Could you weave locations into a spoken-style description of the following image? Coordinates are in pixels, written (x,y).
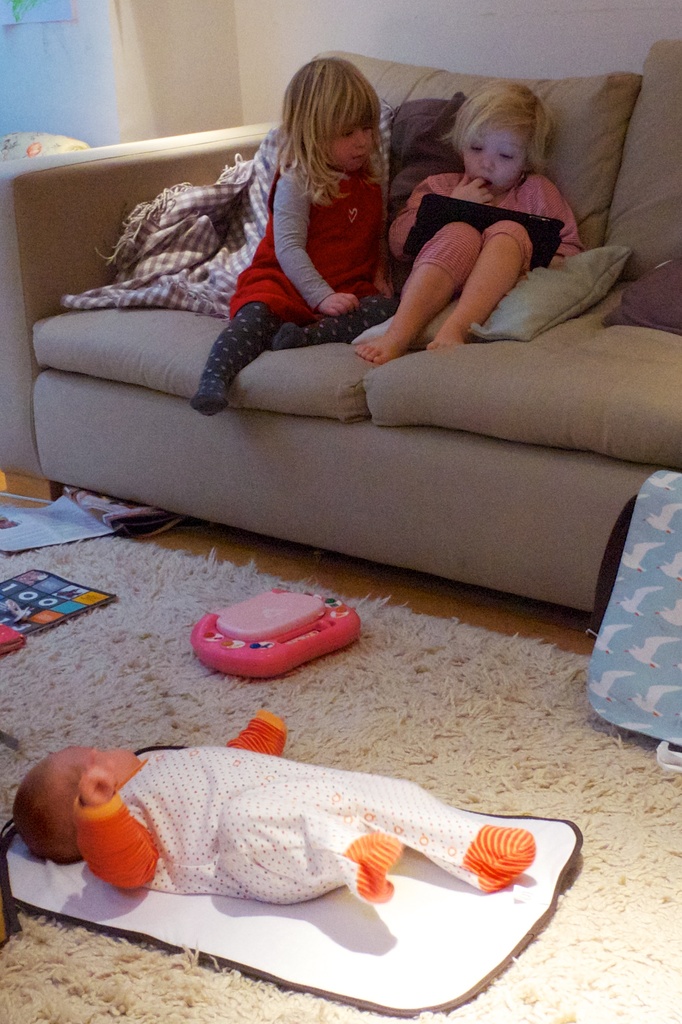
Here we can see two children (493,156) sitting on a couch (483,376) and in front of them we can see a baby (71,750) laying on the floor (451,773) and here and there we can see toys (293,636) present.
